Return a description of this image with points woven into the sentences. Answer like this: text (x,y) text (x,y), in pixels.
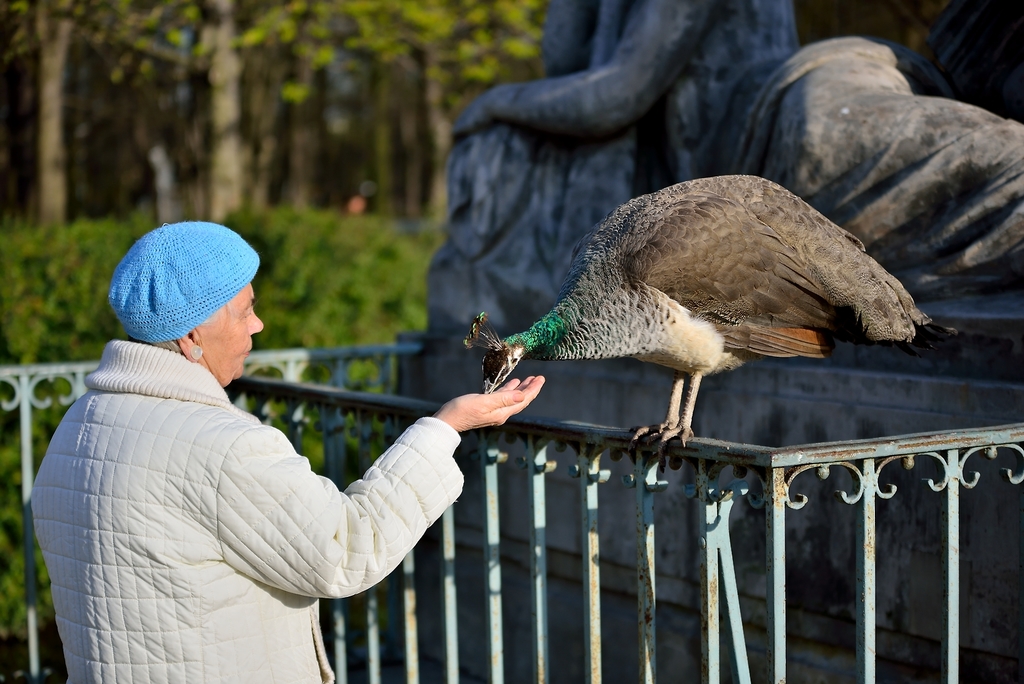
In this picture we can see a statue (846,104), peacock (545,321) standing on a fence (683,463), person (219,674) wore a cap (141,276), jacket (325,551) and in the background (439,60) we can see trees (406,96) and it is blurry.
